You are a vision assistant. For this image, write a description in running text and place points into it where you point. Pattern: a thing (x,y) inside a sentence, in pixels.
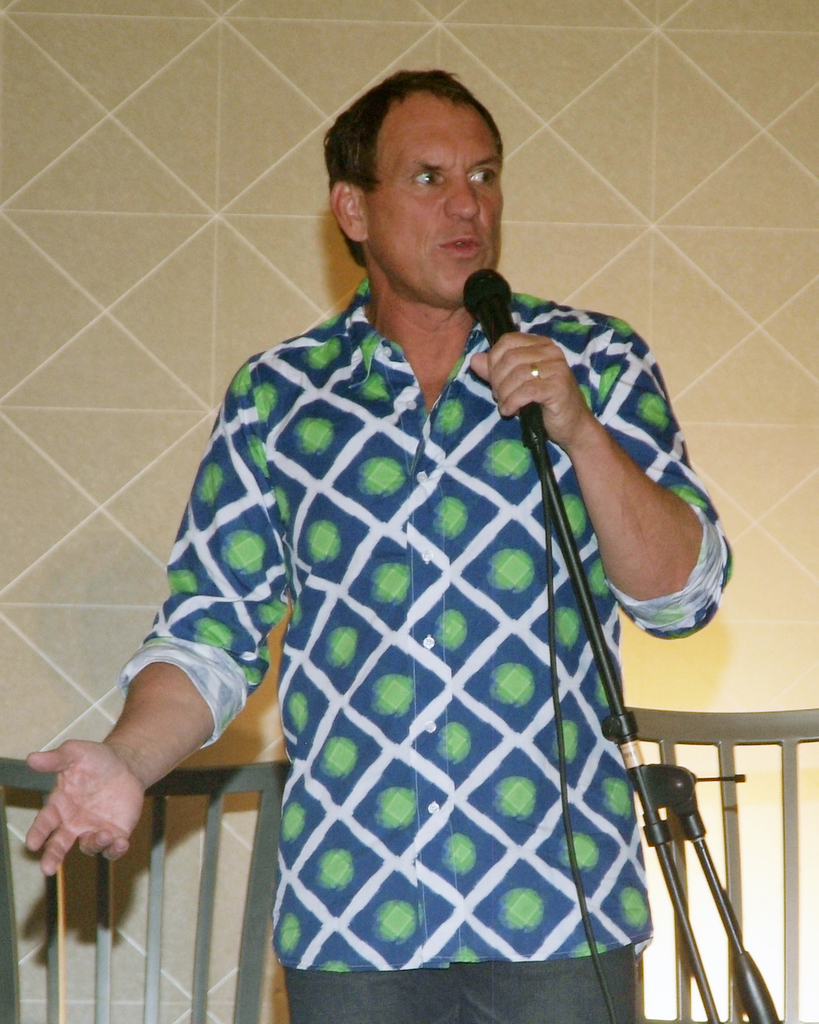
In this picture there is a person (348,745) standing and holding microphone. There is microphone (522,430) with stand (595,648). In this background (142,279) we can see wall (171,128) and we can see chairs (732,795).
